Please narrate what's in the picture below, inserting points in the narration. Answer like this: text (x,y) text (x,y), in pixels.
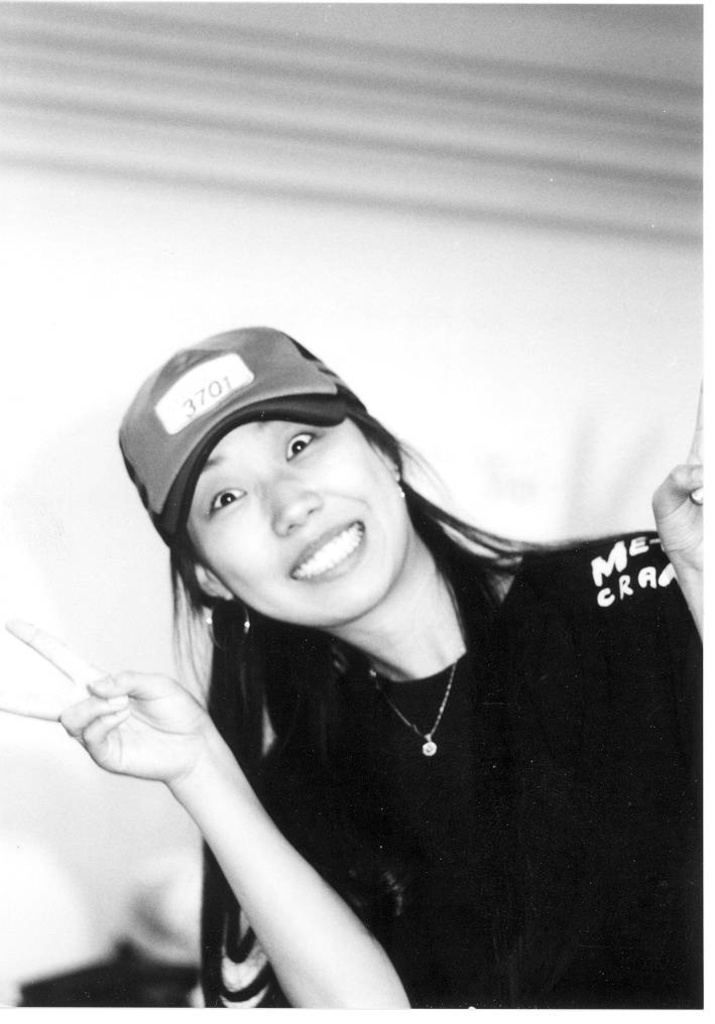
In this black and white picture there is a woman (358,680) wearing a cap (316,400). Background (648,222) there is a wall (451,315).
